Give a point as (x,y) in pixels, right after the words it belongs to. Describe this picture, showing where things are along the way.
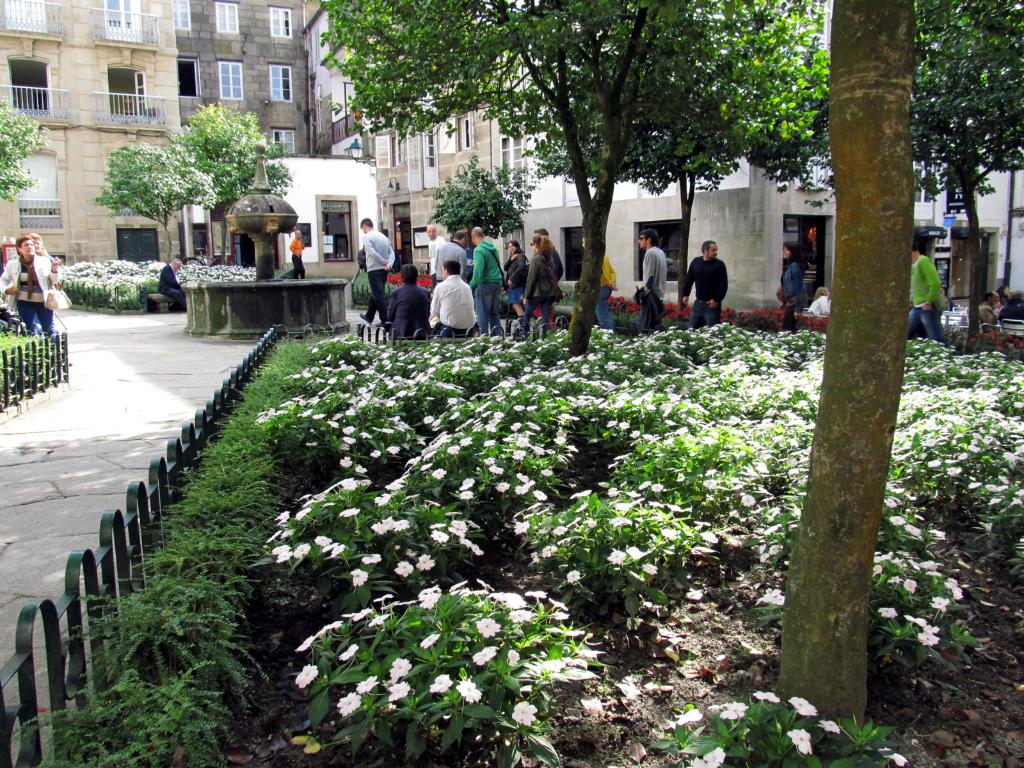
In this image I can see few buildings (309,170), windows (340,218), trees (507,13), few people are sitting and few people (45,276) are walking. I can see few white color flowers (966,394) and the fencing (62,703).
